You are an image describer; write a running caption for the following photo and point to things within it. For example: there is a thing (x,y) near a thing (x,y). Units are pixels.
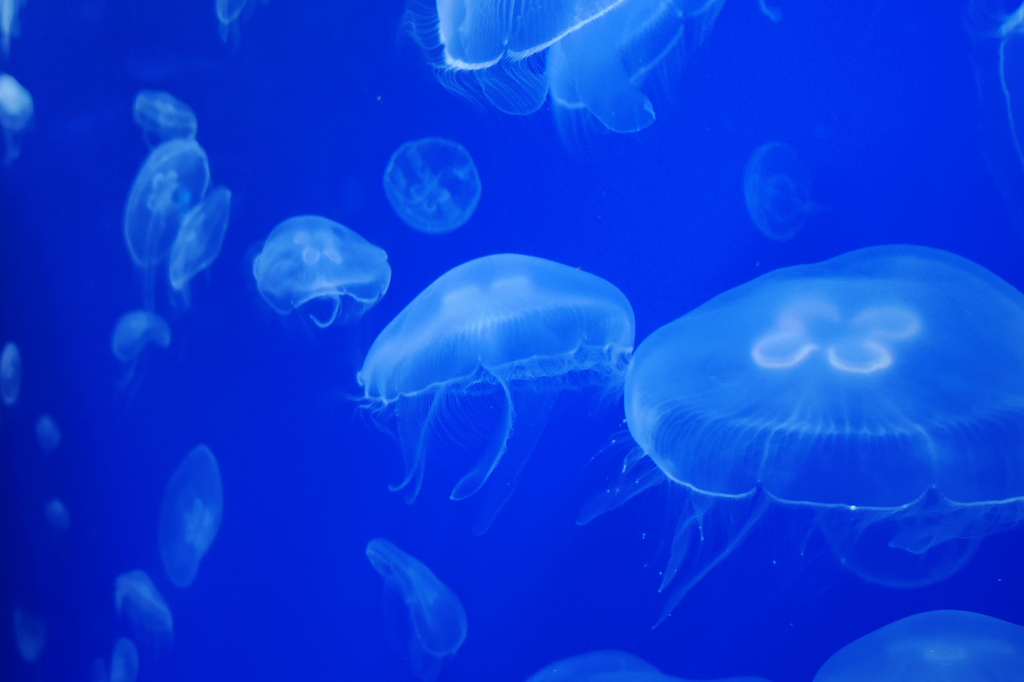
In this picture we can see jellyfishes (604,373) are present in water (261,502).
